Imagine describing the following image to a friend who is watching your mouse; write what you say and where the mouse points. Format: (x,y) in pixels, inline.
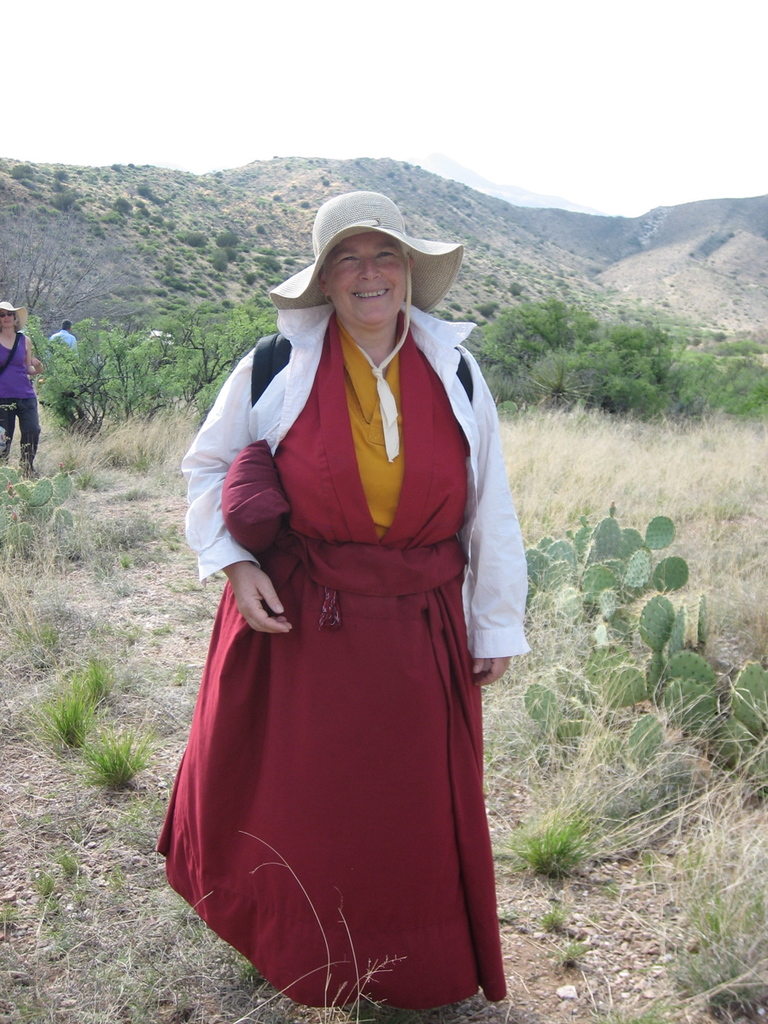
In the image in the center (366,459), we can see one woman (283,425) standing and she is smiling. And she is wearing a hat (351,230). In the background (318,186), we can see the sky (644,52), hills (744,303), trees (50,301), plants (121,306), grass (583,736) and two persons (13,390) are standing.
